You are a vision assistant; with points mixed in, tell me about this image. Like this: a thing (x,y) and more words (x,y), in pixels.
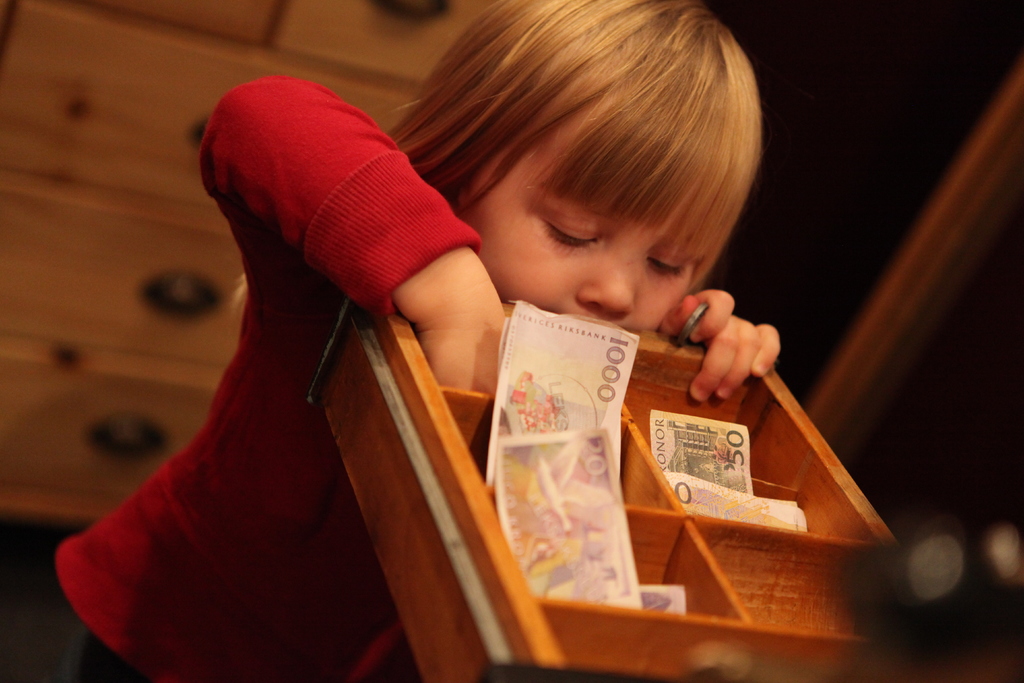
In the image we can see a child (358,139) wearing clothes (336,208), this is a drawer (731,538) and money (609,526) in it. The background is blurred.
